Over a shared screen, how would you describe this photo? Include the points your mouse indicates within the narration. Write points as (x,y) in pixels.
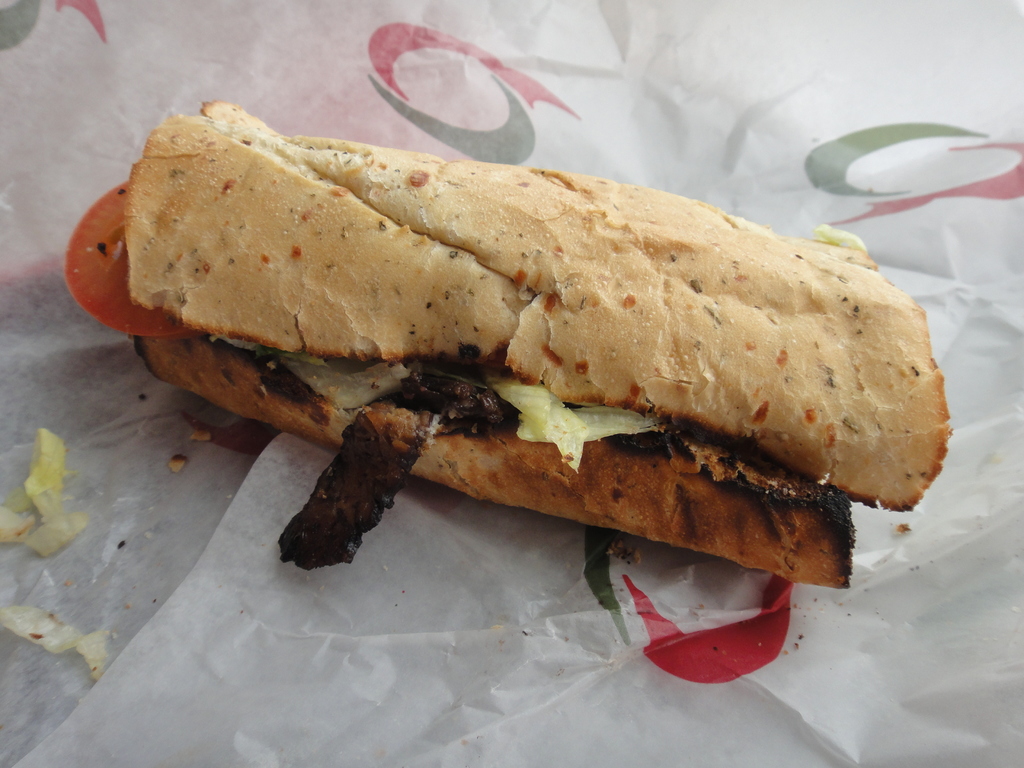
The picture consists of a food item (508,362), placed on a paper (536,565).
